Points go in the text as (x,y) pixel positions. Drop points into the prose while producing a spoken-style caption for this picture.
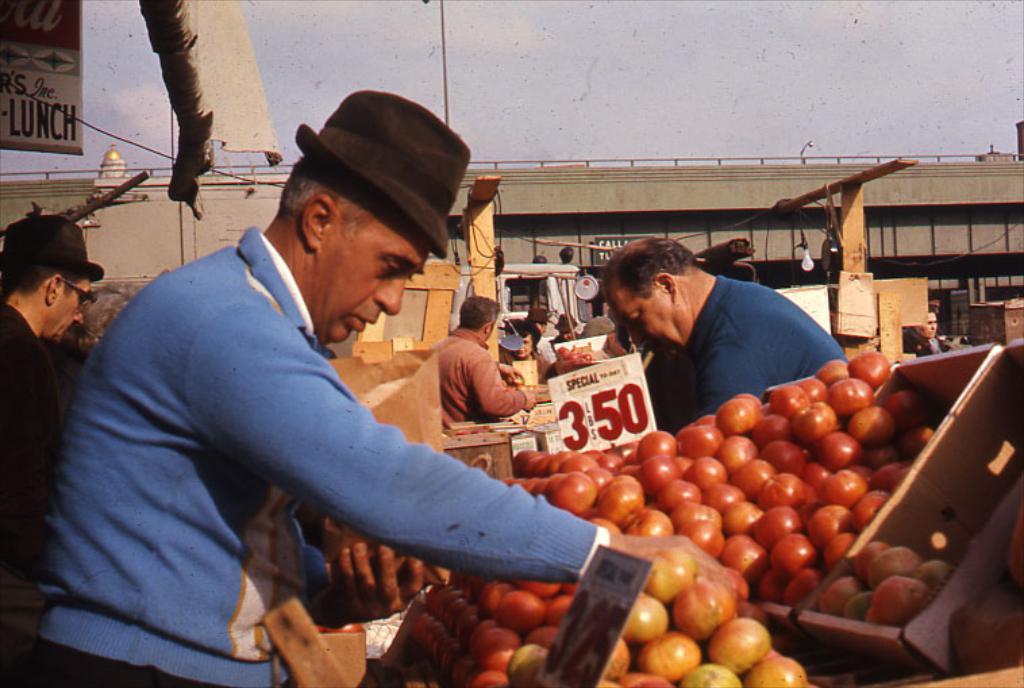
This image consists of some persons (612,341). There are fruits (631,512) in this image. There is bridge (524,187) in the middle (663,232). There is sky (475,104) at the top (475,104).
